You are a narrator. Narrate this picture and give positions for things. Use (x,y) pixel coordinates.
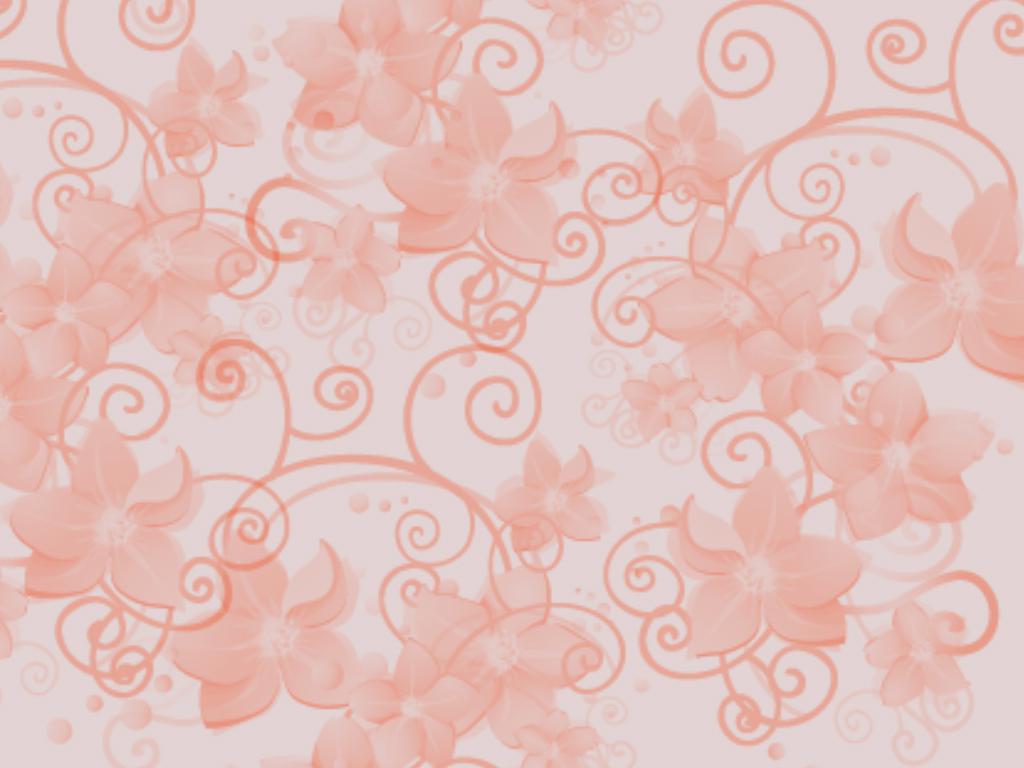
In this image we can see art canvas texture (397,409).
